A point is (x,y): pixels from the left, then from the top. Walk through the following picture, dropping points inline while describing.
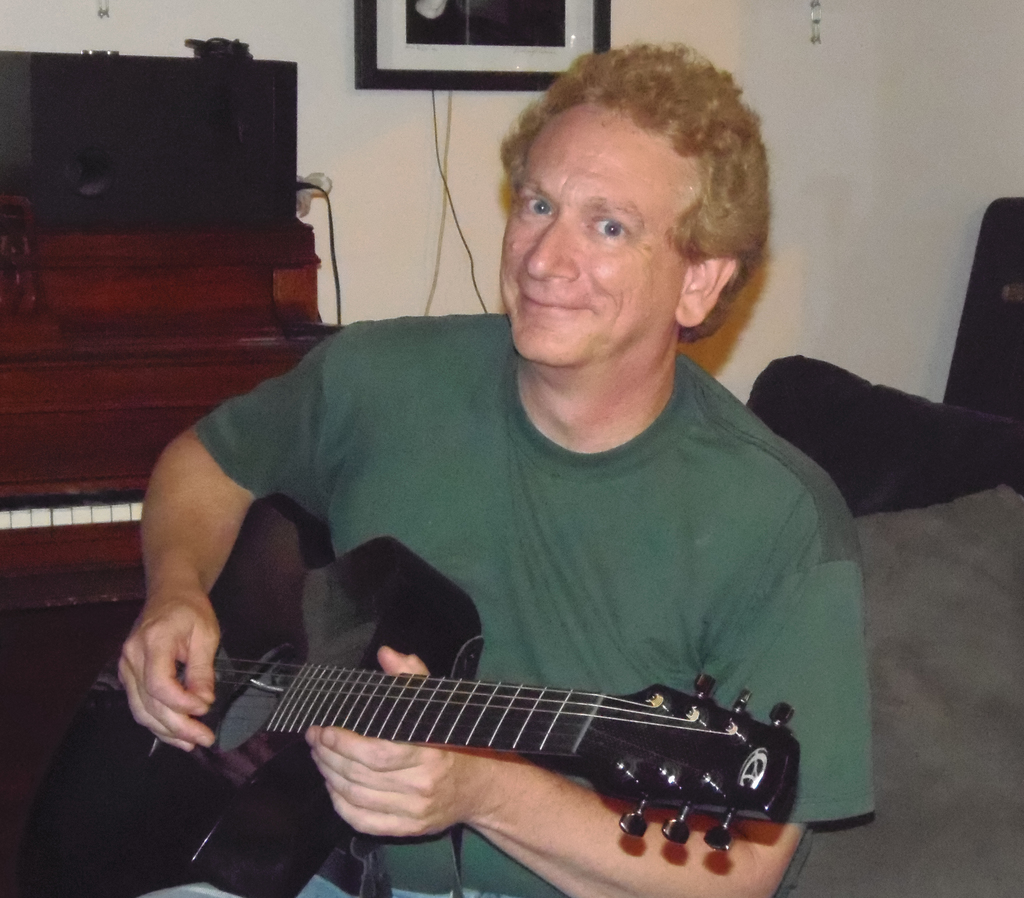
This person (476,530) sitting and playing guitar (392,722) and smiling. On the background (733,61) we can see wall (153,10), frame (401,11), electrical device (231,114), piano keyboard (135,425).
